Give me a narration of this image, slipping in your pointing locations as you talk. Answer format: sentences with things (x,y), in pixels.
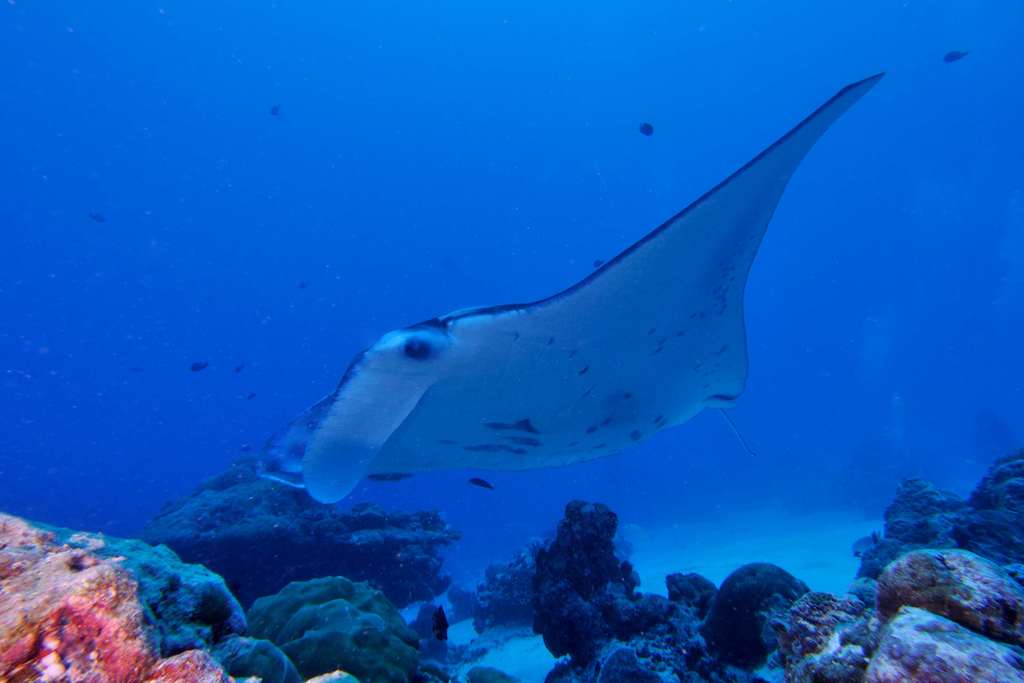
In this image I can see the underwater picture in which I can see few rocks (265,584) and an aquatic animal (533,390) which is white and black in color and I can see the water (407,228) which are blue in color in the background (772,246).
